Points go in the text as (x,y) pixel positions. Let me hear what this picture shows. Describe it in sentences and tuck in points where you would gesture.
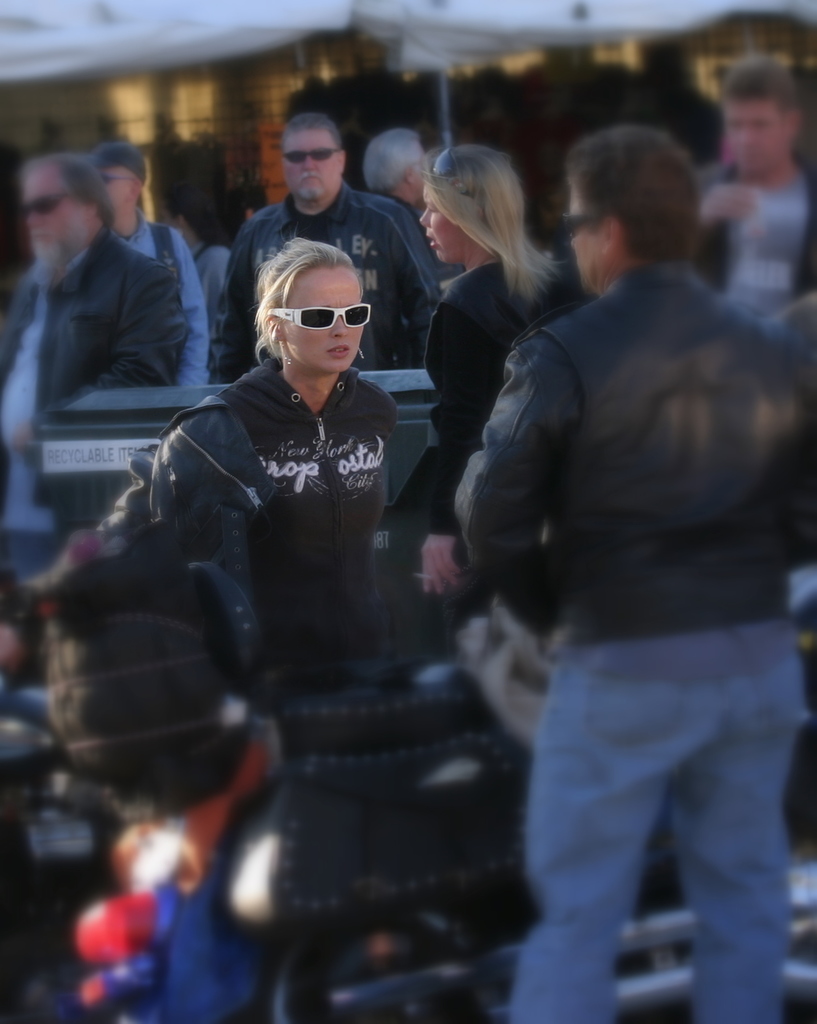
In this image I can see a woman (330,560) wearing black colored dress (323,518) and goggles (288,315) is standing and a person (605,515) wearing black colored jacket (627,504) and blue pant (583,886) is standing in front of her. I can see a motor bike (439,863) and in the background (116,214) I can see few other persons (534,274), the building (112,138) and a white colored tent (442,44).
